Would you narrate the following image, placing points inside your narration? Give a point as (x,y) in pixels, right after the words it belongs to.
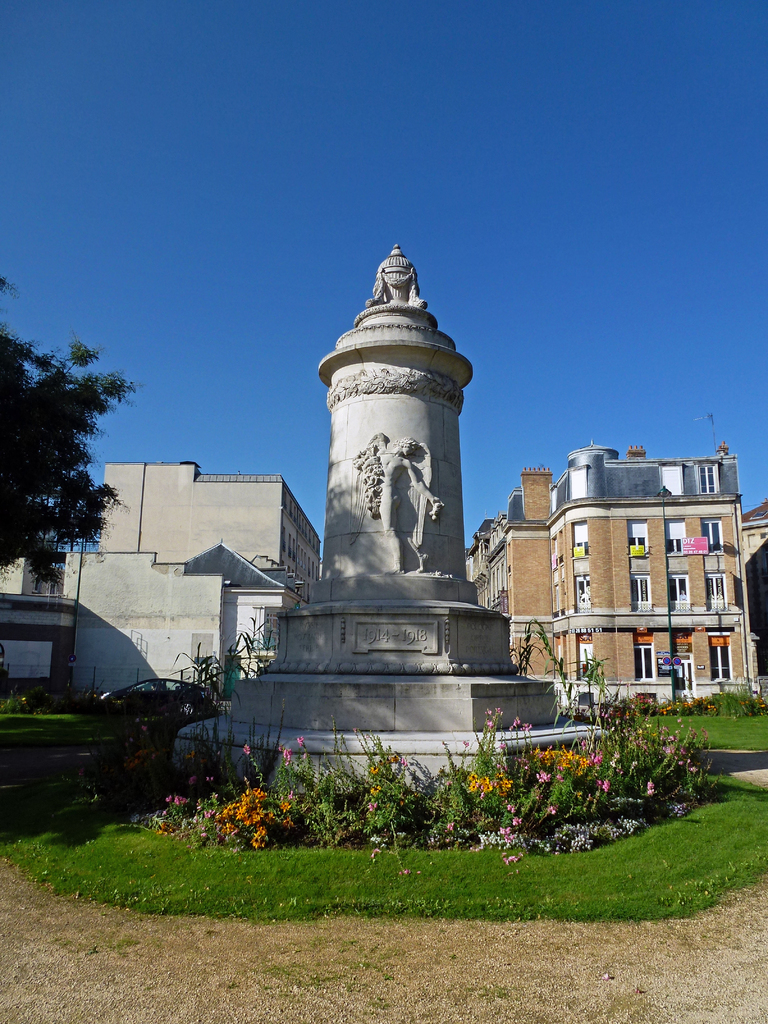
As we can see in the image there is grass (655,857), plants (517,792), flowers (540,771), buildings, vehicle (177,693), tree (64,451) and at the top (287,69) there is sky (213,22).
